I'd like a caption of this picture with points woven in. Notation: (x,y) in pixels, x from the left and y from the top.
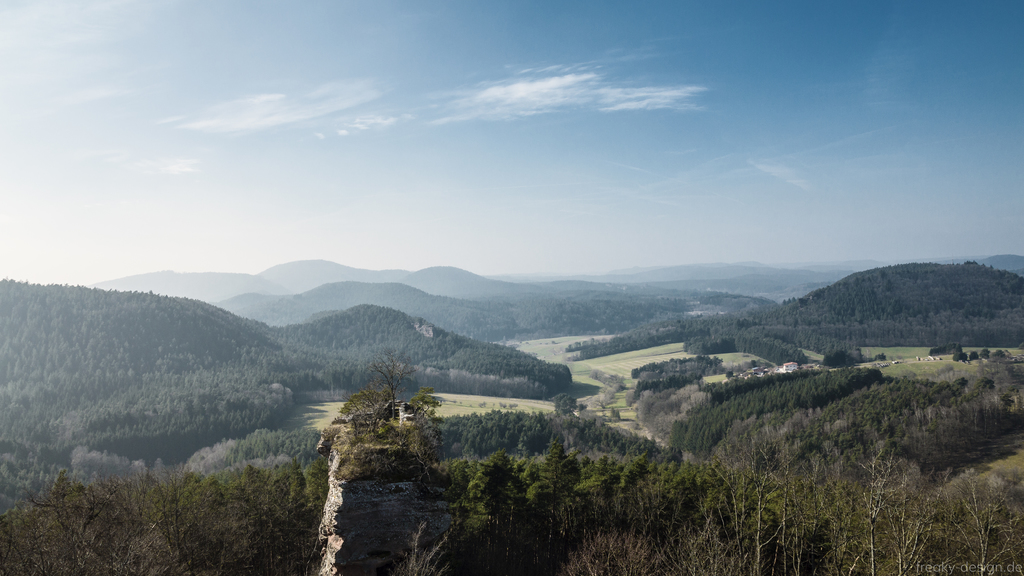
This is an aerial view, in this image there are trees (904,379), hills (776,342) and the sky (679,204).
